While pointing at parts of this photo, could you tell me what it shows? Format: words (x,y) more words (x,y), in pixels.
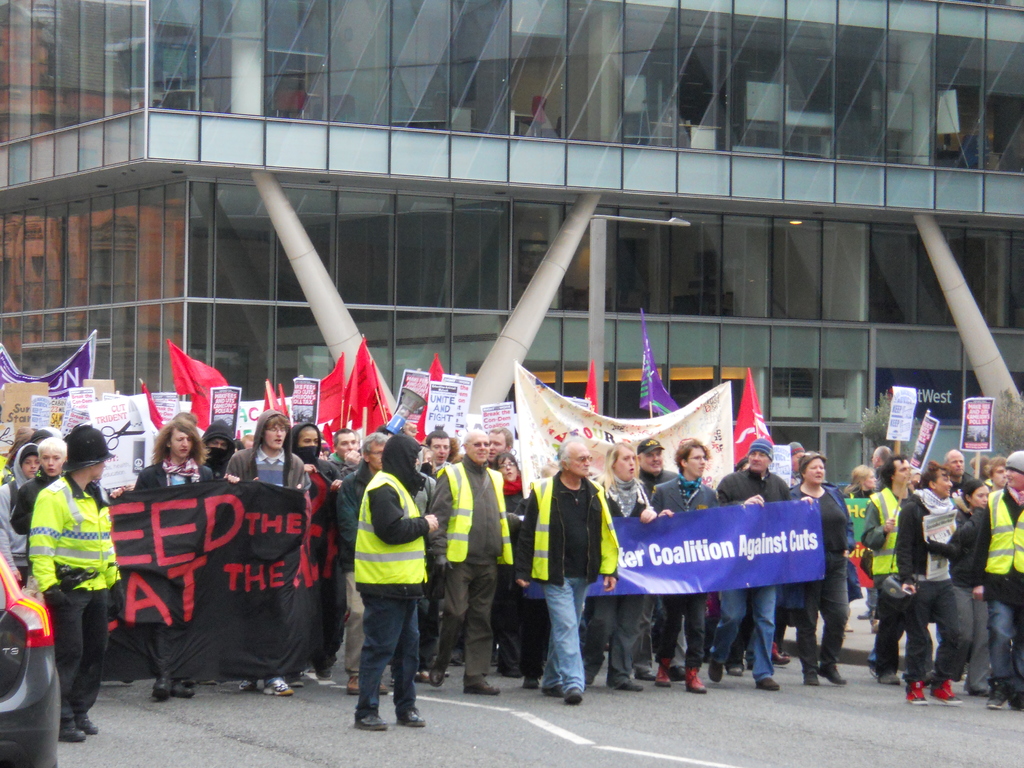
In the middle (470,502) 3 men (529,544) are walking, these people (507,546) wore green color coats (503,537). Behind them few people (617,600) are walking with placards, banners (311,558), behind them there is a glass building (572,178).
